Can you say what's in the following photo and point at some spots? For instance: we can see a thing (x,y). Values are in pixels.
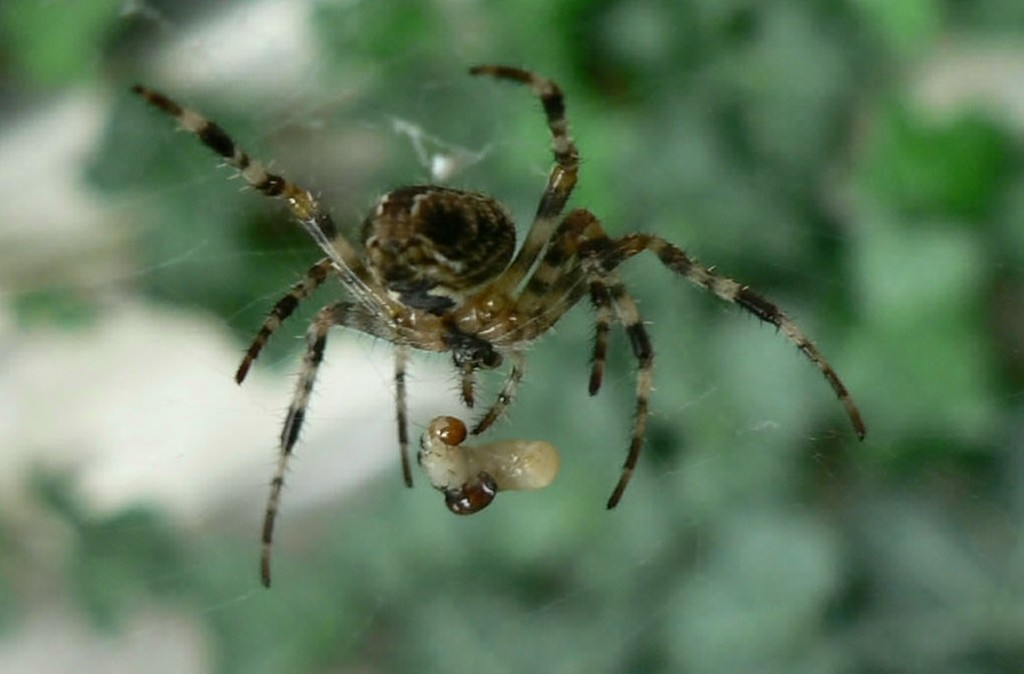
In the center of the image (428,304) we can see spider (388,316) with web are there. In the background (293,91) the image is blur.
